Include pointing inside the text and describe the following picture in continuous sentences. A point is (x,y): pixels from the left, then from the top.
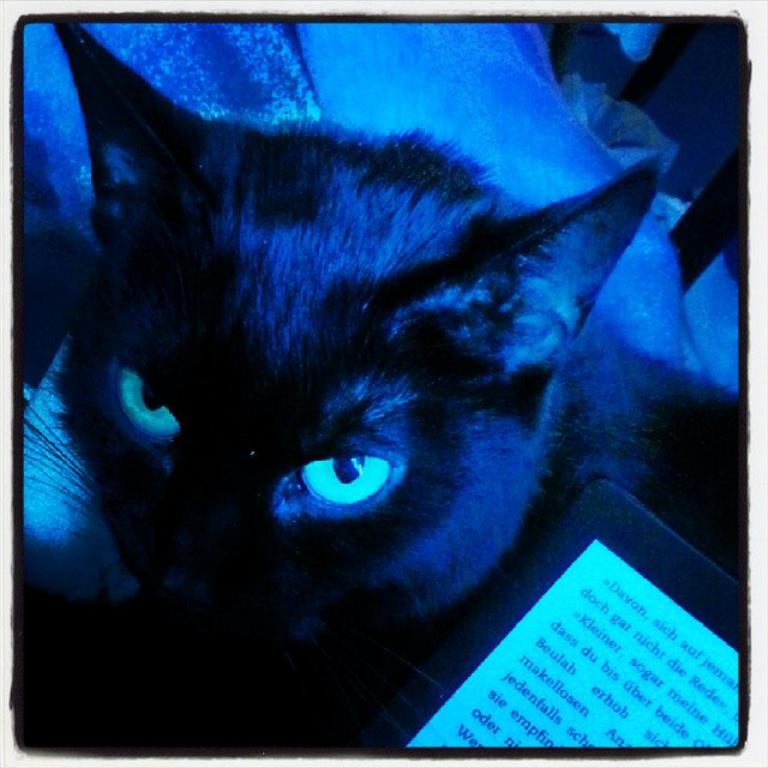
In the image we can see a cat (346,199), gadget (624,535), screen (605,577) and a text (588,659).
